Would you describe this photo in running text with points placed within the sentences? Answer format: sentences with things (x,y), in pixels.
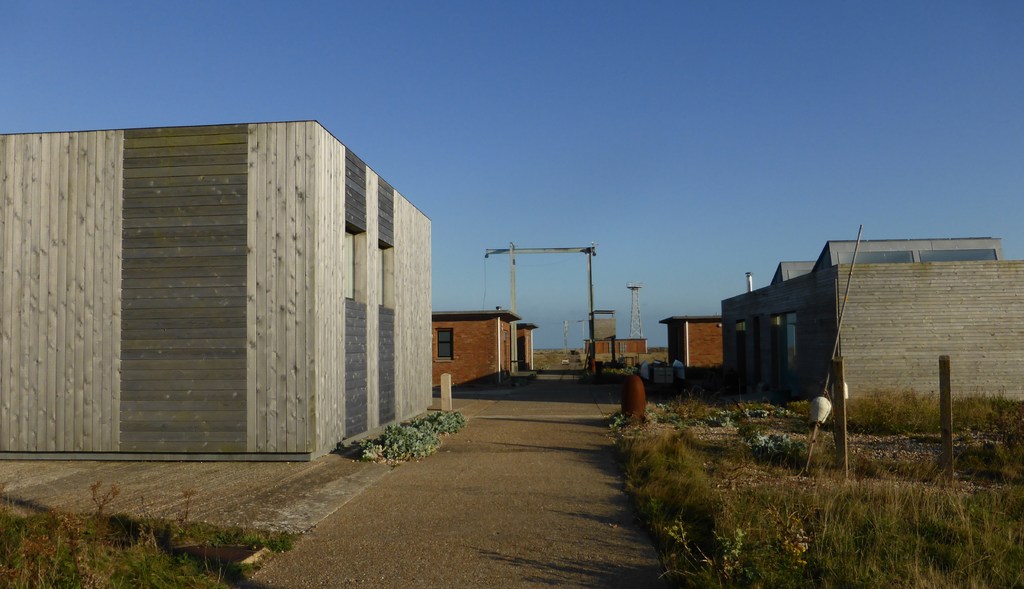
In this picture we can see buildings (784,384) with windows (450,339), grass (867,423), path (371,562) and in the background (540,340) we can see the sky (625,178).
